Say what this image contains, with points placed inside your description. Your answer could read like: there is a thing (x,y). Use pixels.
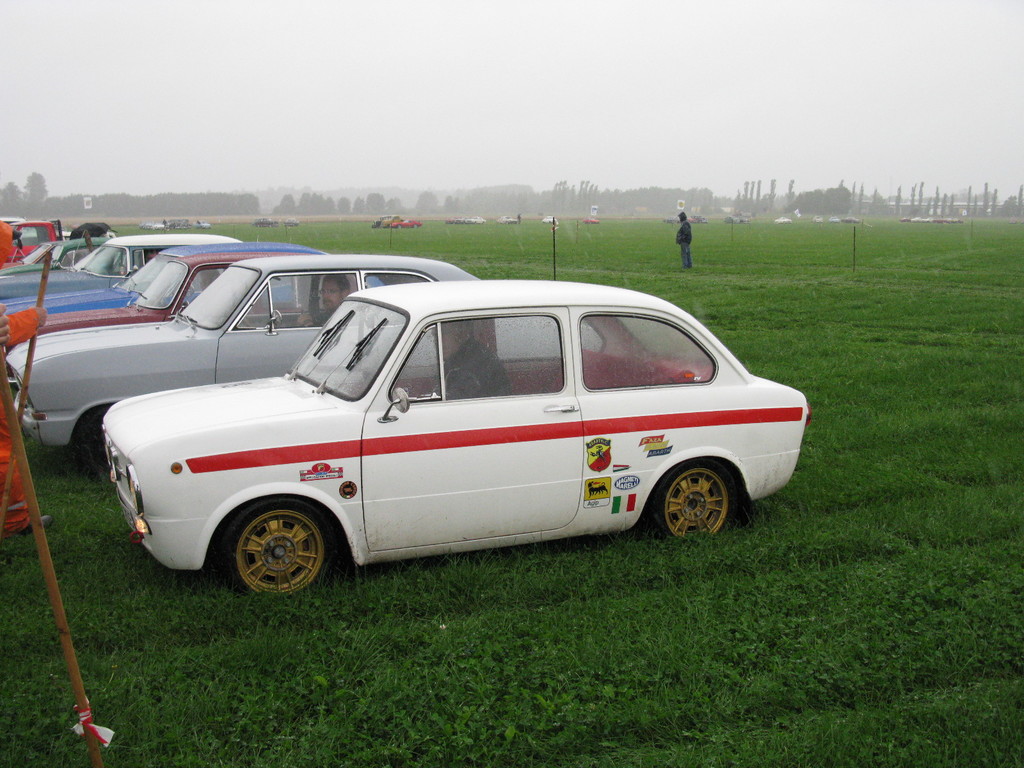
In this picture I can see a number of vehicles (402,369) on the surface (416,641). I can see green grass (765,516). I can see a person (684,230) standing on the right side (684,266). I can see trees (552,198). I can see clouds (436,123) in the sky (436,38).
